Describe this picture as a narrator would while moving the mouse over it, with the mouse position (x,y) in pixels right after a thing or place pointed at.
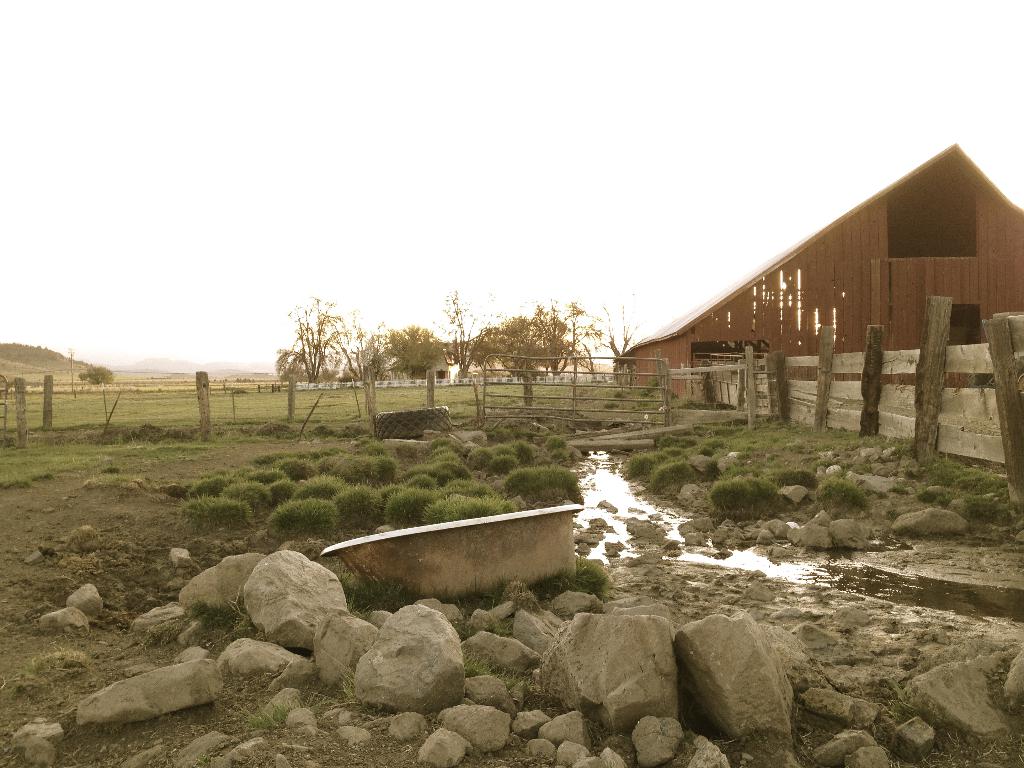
In this image we can see stones (687,541), tub (443,544), grass (827,494), wooden fence (745,395), shed (742,341) on the right side (756,337) and there are trees (429,357) and the sky (273,179) in the background (658,125).
